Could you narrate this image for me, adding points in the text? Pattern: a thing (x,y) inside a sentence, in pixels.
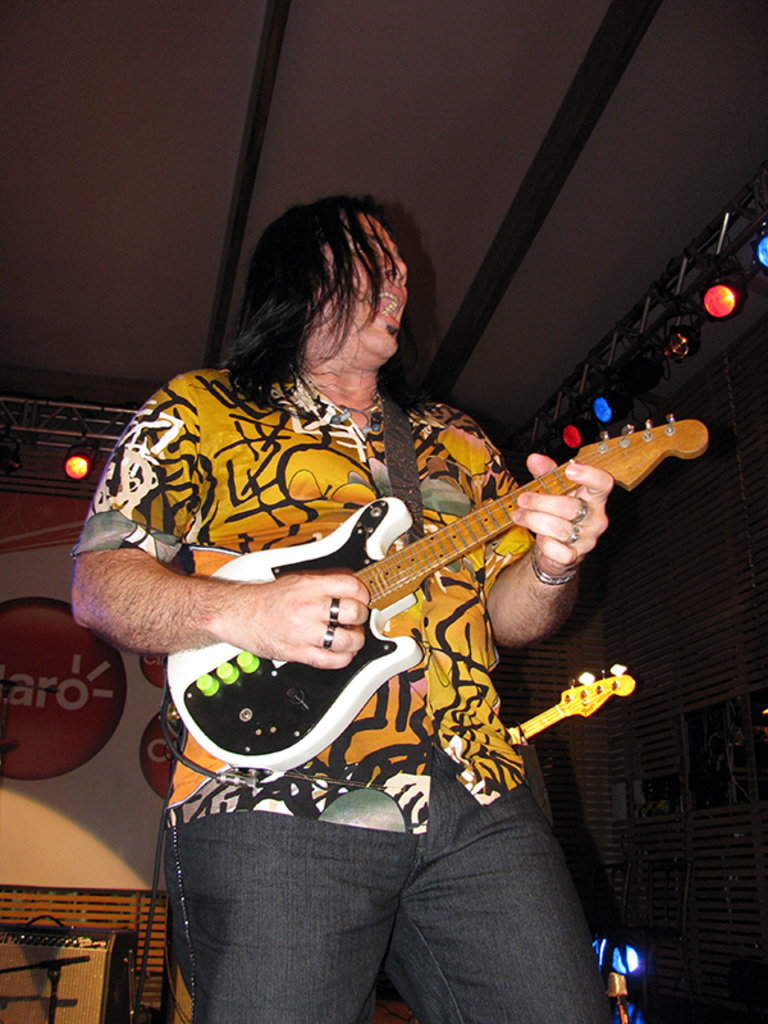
In this picture I can see a man (441,620) playing the guitar (376,535) and also singing. On the right side (759,247) there are lights (573,442), in the background (95,691) it looks like a painting (88,678) on the wall (44,864).
